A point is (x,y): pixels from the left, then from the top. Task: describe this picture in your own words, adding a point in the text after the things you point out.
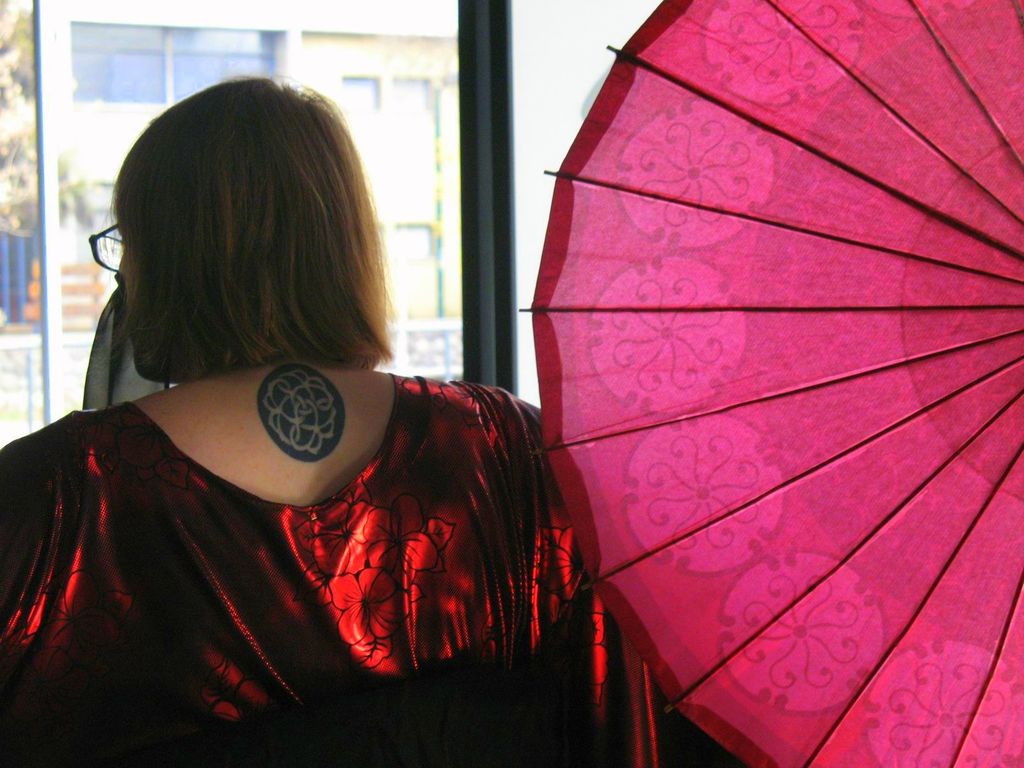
In this image there is a pink color umbrella (668,299) and a person (499,592), and at the background (84,23) there are buildings (84,23), pole (495,257), tree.
